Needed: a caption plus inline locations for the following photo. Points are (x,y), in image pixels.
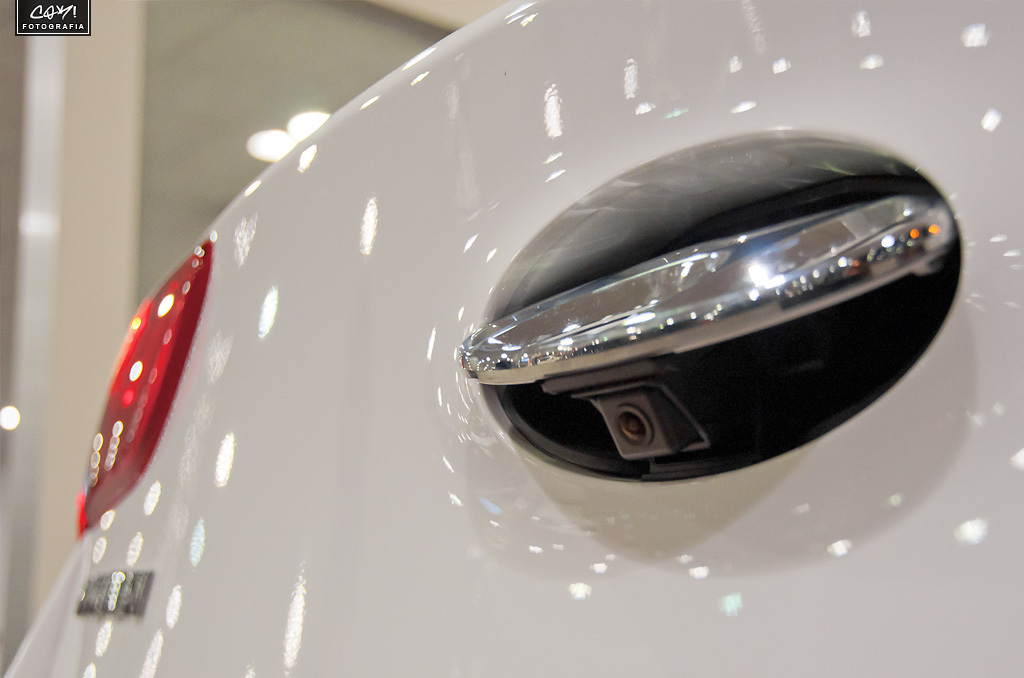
This is a back side (476,163) of a car (620,434) with reverse camera (620,434) and a tail lamp (130,382). In the top left corner (47,24) there is a watermark (74,29).
